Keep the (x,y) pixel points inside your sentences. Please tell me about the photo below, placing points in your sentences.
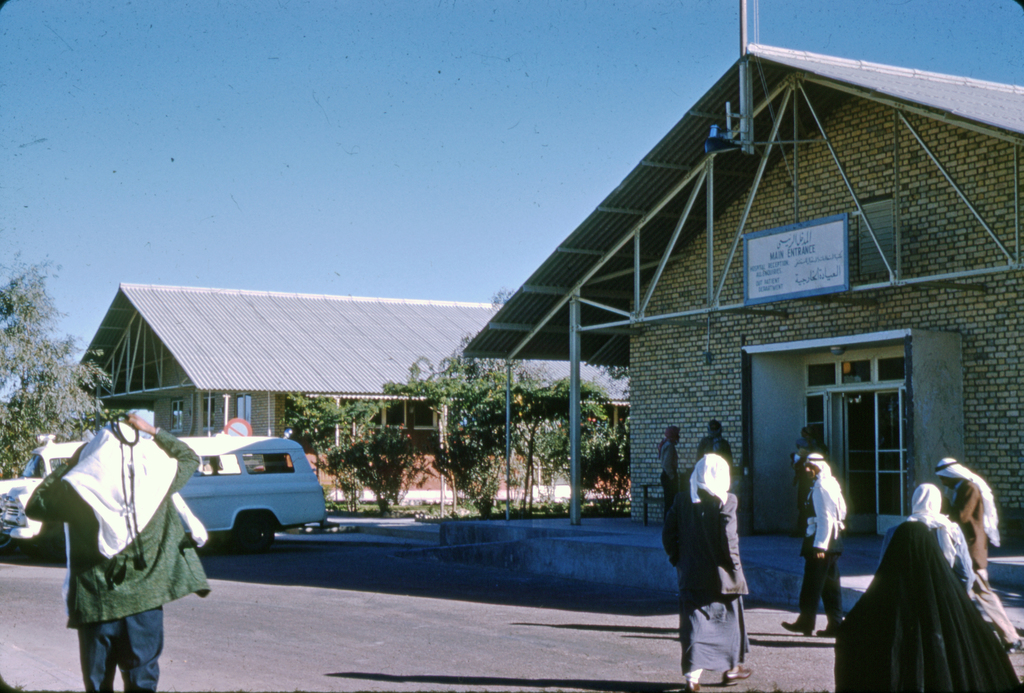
In the picture I can see these people (185,583) wearing white color headbands (926,507) are walking on the road (59,628), I can see houses (493,330), boards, trees (297,432), vehicles (197,447) parked on the road (456,635) and the blue color sky (395,187) in the background (430,179).
